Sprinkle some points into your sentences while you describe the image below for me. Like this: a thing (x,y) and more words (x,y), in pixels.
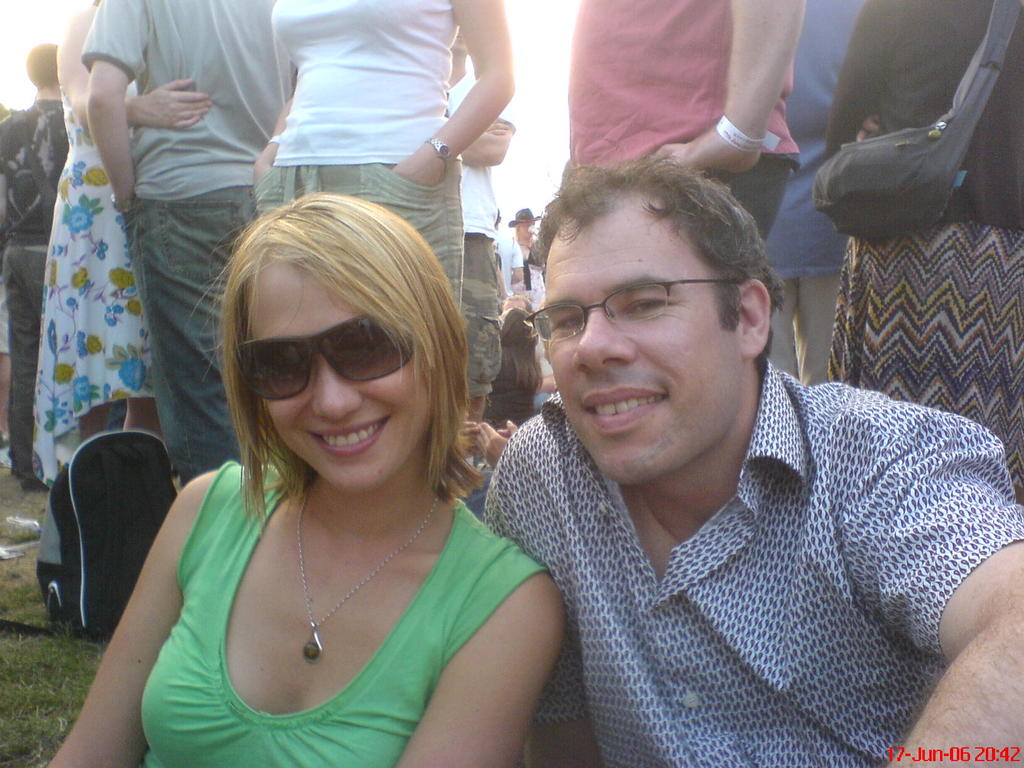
In this image we can see a group of people (648,173) standing on the ground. One woman (258,535) is wearing a green dress (367,709) and goggles (358,353). One person (828,588) wearing the shirt (828,542) and spectacles (647,301). In the background (974,63), we can see a person (913,330) carrying a bag (906,207), and the sky (537,144), and a bag (100,508) is placed on the ground (54,631).
